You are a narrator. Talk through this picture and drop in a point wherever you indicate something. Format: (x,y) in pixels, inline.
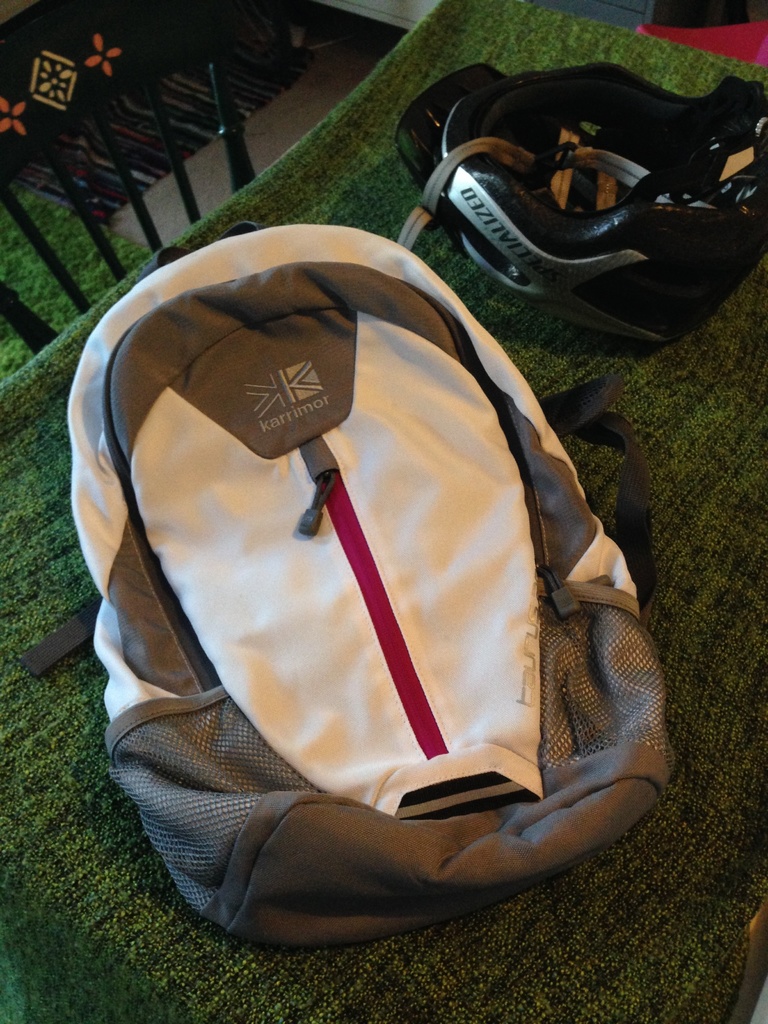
In this picture I can see a table (707,703) covered with a green cloth (58,952). There is a chair (115,256) just beside of this table (257,177). One bag (428,621) and one helmet (523,279) are placed on this table (647,375).
